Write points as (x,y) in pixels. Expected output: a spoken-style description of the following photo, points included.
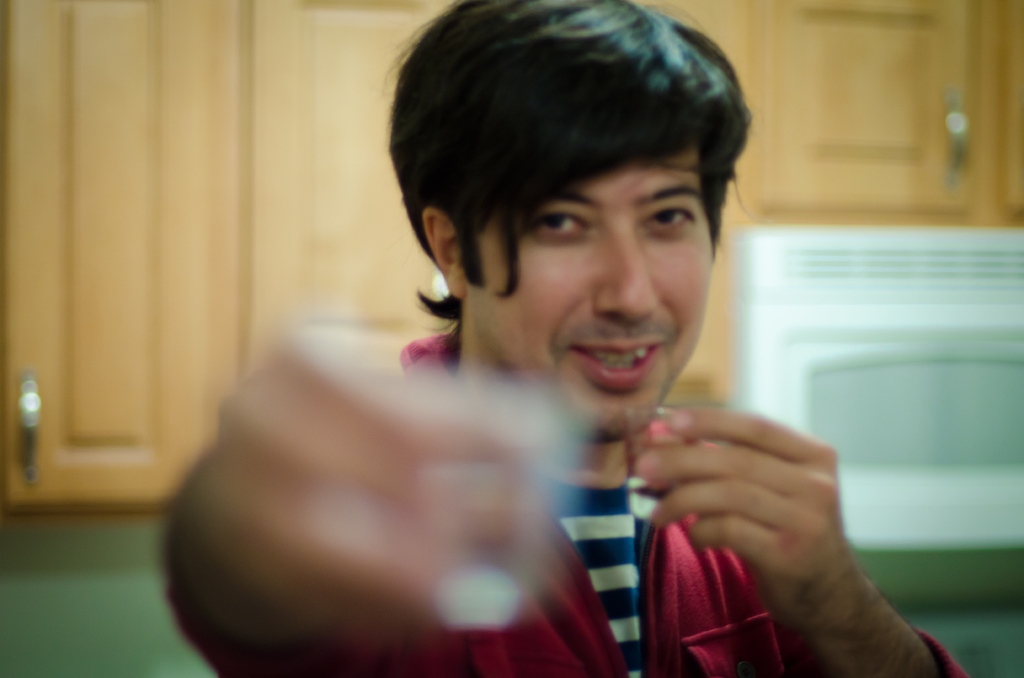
In this picture I can see there is a man (597,551) standing here and smiling, he is holding a object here in the left hand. In the backdrop (755,115) I can see there are some shelves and there is a wall (62,578).
